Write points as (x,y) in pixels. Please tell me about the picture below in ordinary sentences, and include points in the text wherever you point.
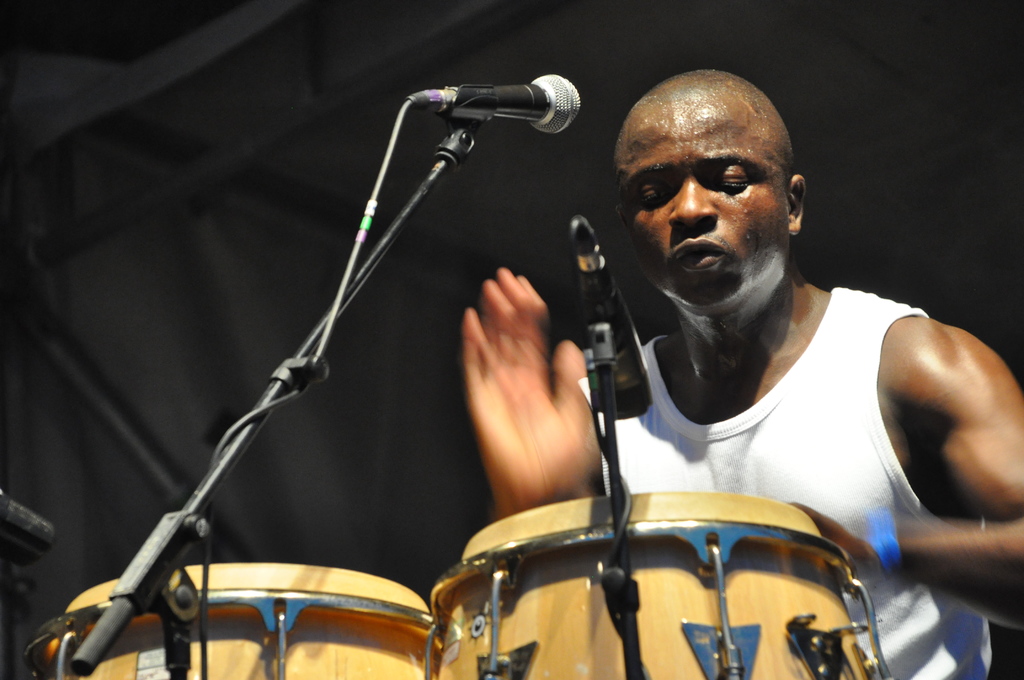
In the foreground (141,659) we can see a person (515,294) playing drums (718,506). In the foreground (158,596) there are mics (491,105), stands (408,211), cables (207,525) and drums (40,651). In the background (575,48) it is blurred.
